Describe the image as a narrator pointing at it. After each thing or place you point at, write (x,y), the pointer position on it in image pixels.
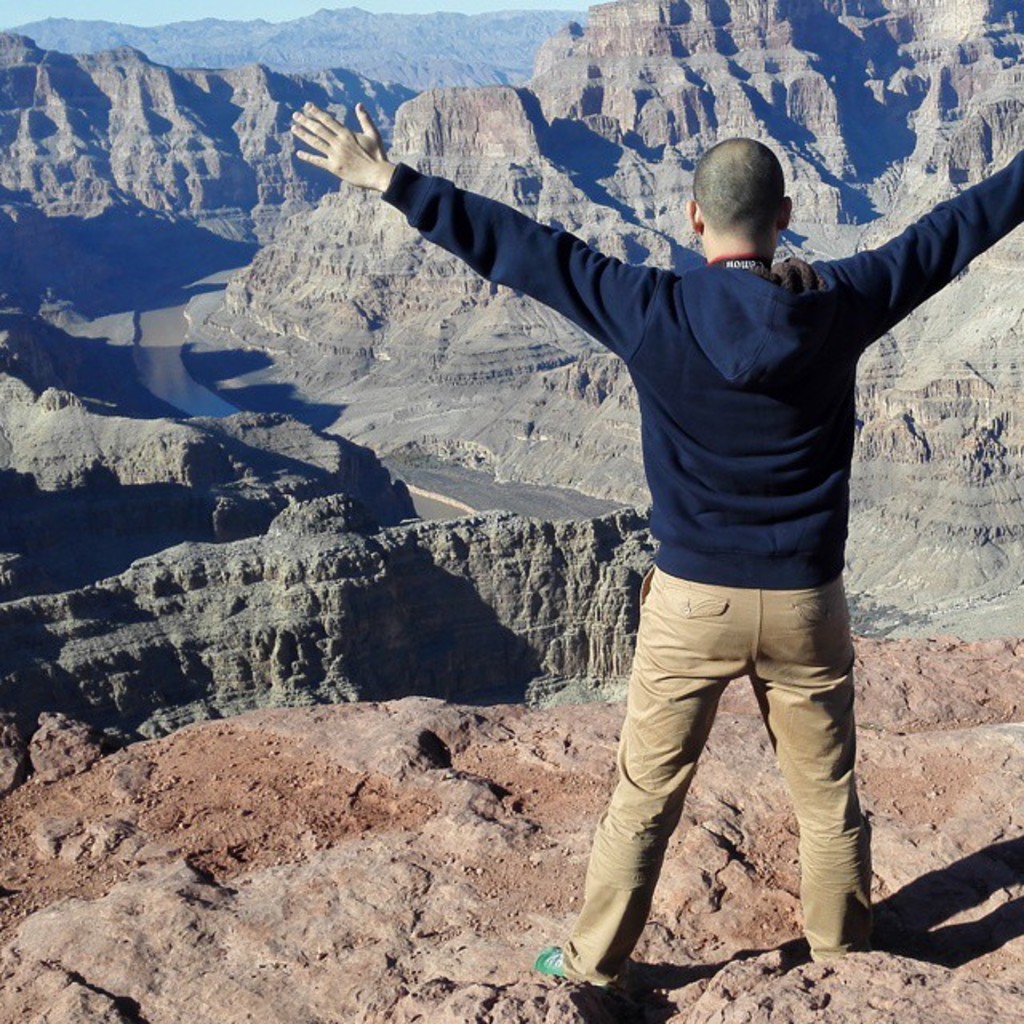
In this image we can see the one person (696,378) stretching his hands (976,232) standing on upper side of the hill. And the surrounding places (233,88) is covered by stony hill (252,69). And we can see sky (311,5).
